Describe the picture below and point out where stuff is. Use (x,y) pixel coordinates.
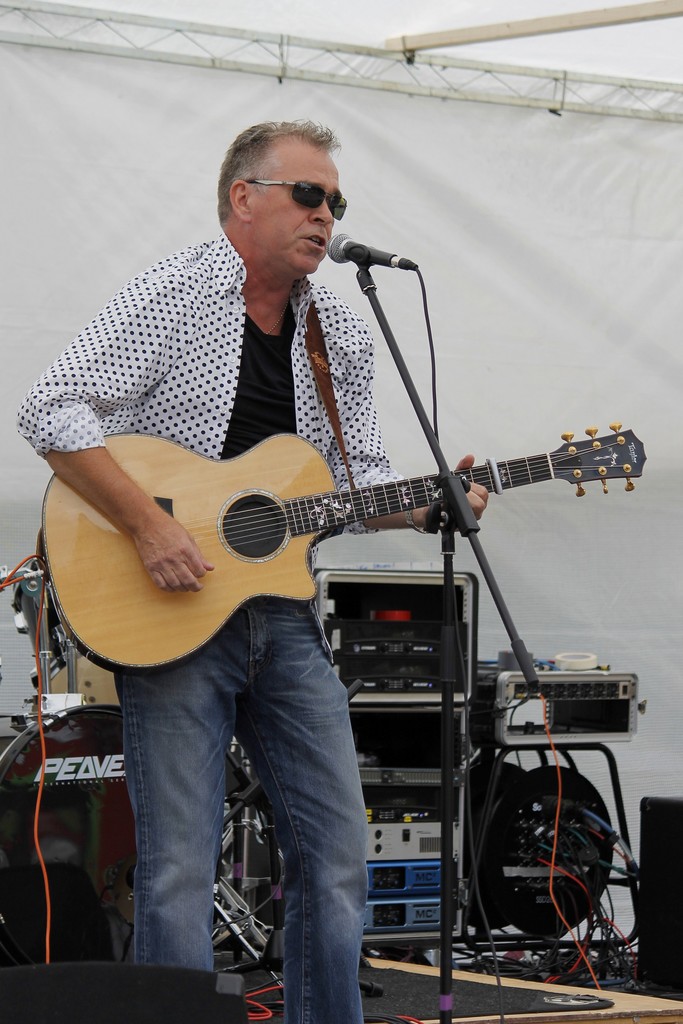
This image is clicked in a concert. In this image there is a man (325,323) standing and wearing a white shirt (171,322) and playing guitar (361,510). In front of him, there is a mic (344,253) along with mic stand (450,805). In the background (367,645), there are speakers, band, and a white cloth (499,212).
